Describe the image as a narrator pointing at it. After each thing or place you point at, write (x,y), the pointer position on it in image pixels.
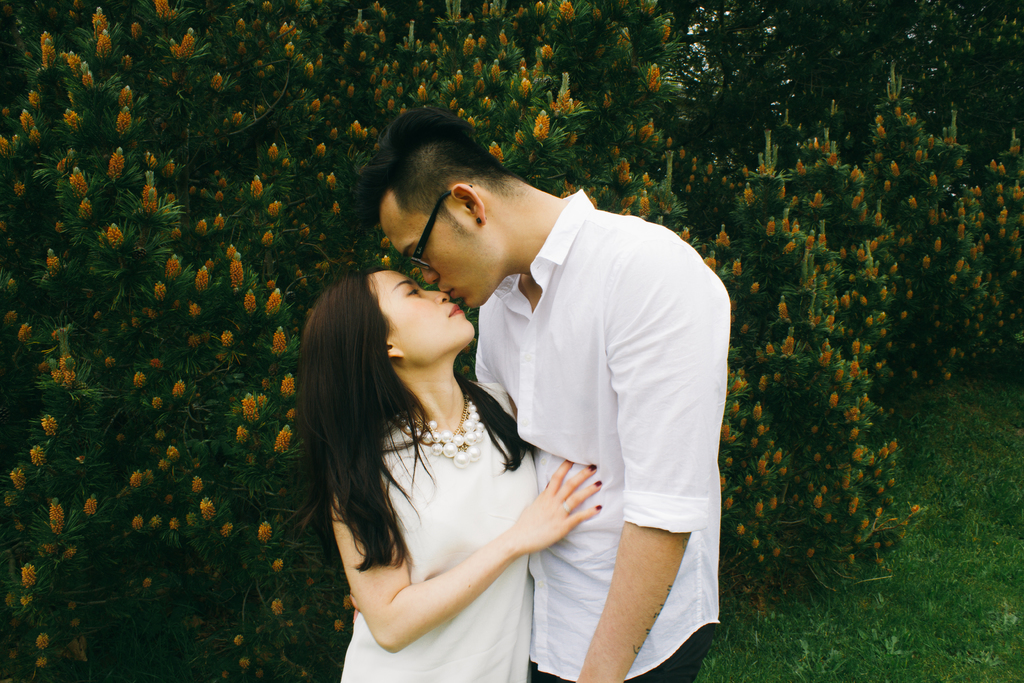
In this picture there is a couple (563,422) standing. In the background (244,236) there are trees (773,148) and flowers (850,333). On the right (893,627) there is grass (898,604).
